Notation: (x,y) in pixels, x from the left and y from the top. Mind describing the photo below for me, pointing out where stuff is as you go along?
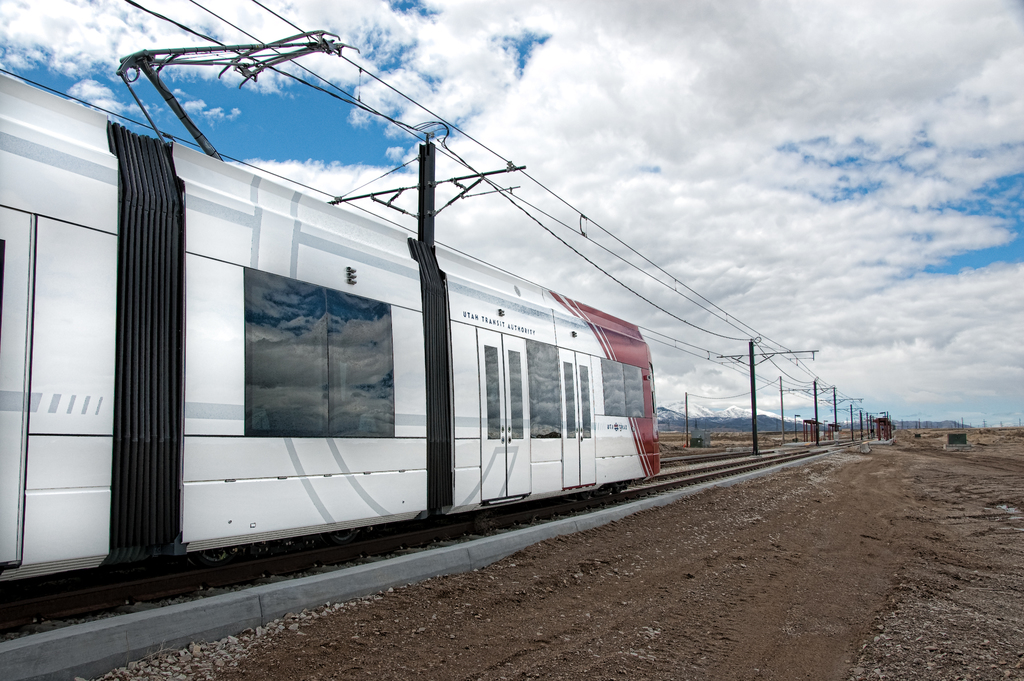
In this image we can see a train (484,507) is moving on a railway track (661,489). Here we can see the poles (816,430), wires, ground (961,534), mountains (860,424) and the sky (733,185) with clouds (541,260) in the background (682,84).
